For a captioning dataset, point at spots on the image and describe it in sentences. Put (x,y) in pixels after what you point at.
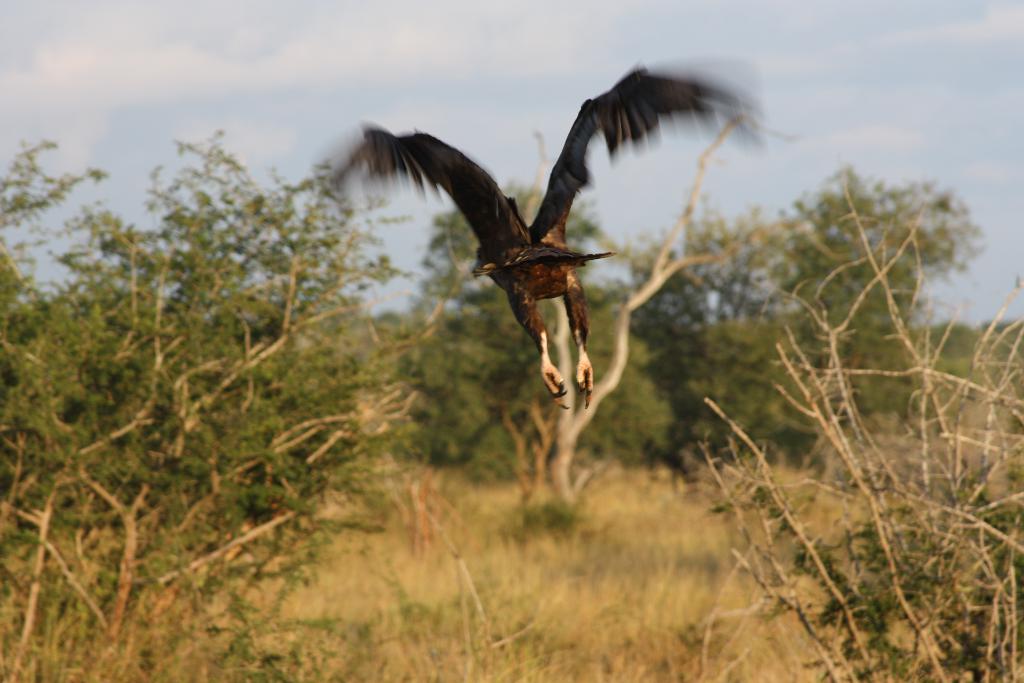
In this picture we can see a bird (477,191) flying in the air (278,92), trees (215,348) and in the background (1018,142) we can see the sky (419,123).
